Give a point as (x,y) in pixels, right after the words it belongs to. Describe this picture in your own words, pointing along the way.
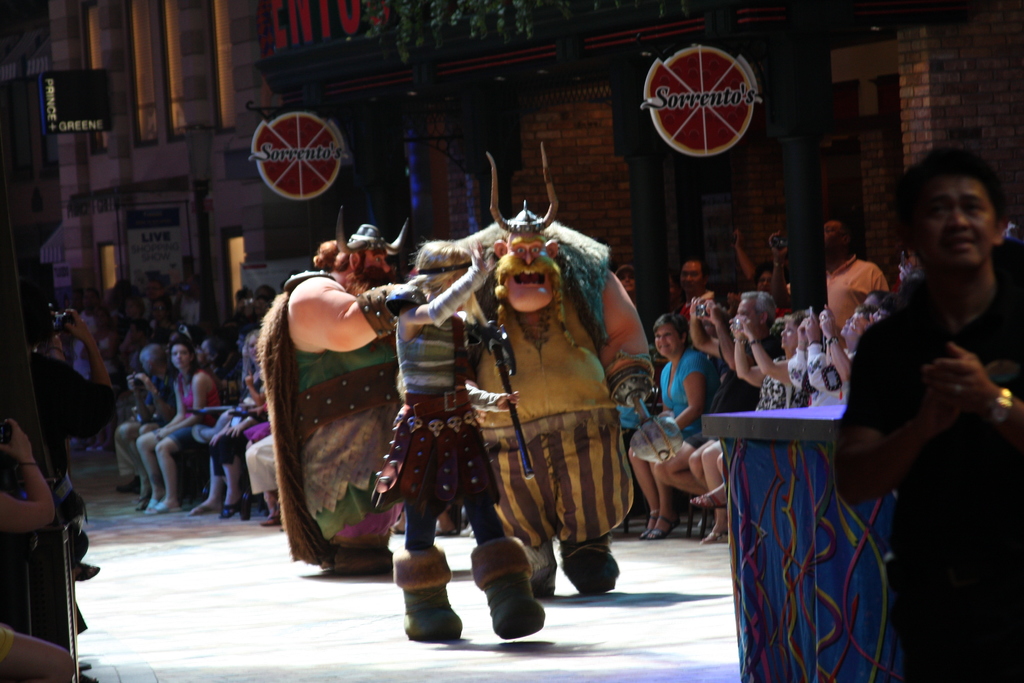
In the image there are three persons (504,465) walking on the ramp (340,659) in ancient costumes (480,355), there are people (62,393) on either sides sitting and clicking pictures in the camera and behind there is a wall (437,104).
